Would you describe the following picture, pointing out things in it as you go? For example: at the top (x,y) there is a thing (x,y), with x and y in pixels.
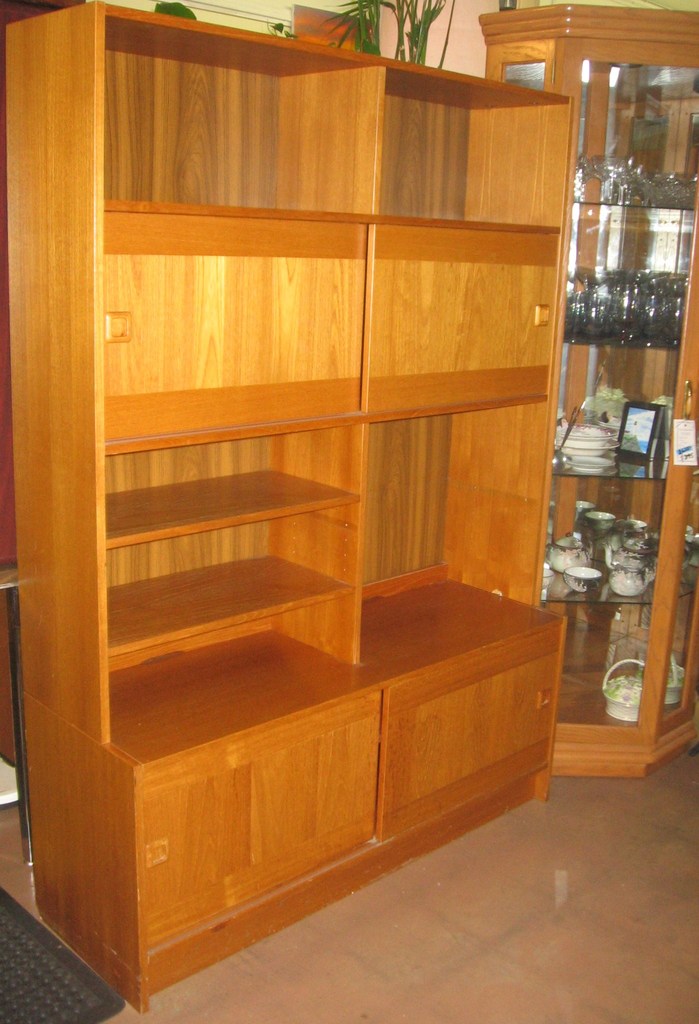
In this image, we can see the wardrobe (340,243). We can see some shelves (572,243) with objects (581,197) like glasses (629,329). We can see the ground (569,898) and some plants (354,17). We can also see some objects (11,660) on the left (11,626).
